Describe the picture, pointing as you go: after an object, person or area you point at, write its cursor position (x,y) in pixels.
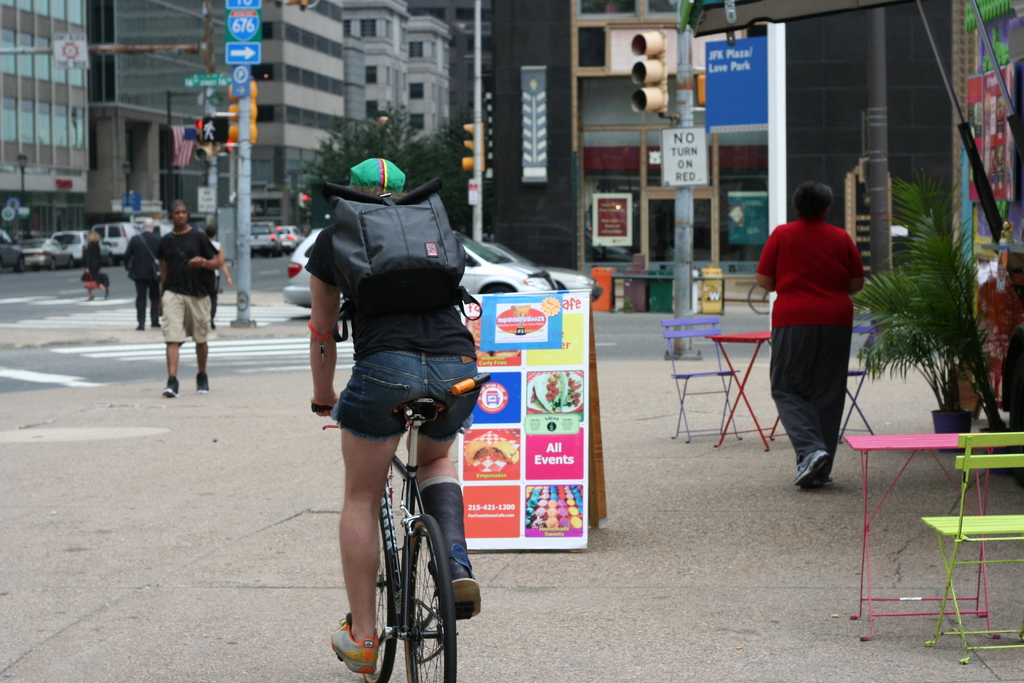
The person (453,416) wearing black bag (397,243) on his back (408,253) is riding a bicycle (410,520) and there are group of people (181,276), cars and building (290,76) in front of him.
